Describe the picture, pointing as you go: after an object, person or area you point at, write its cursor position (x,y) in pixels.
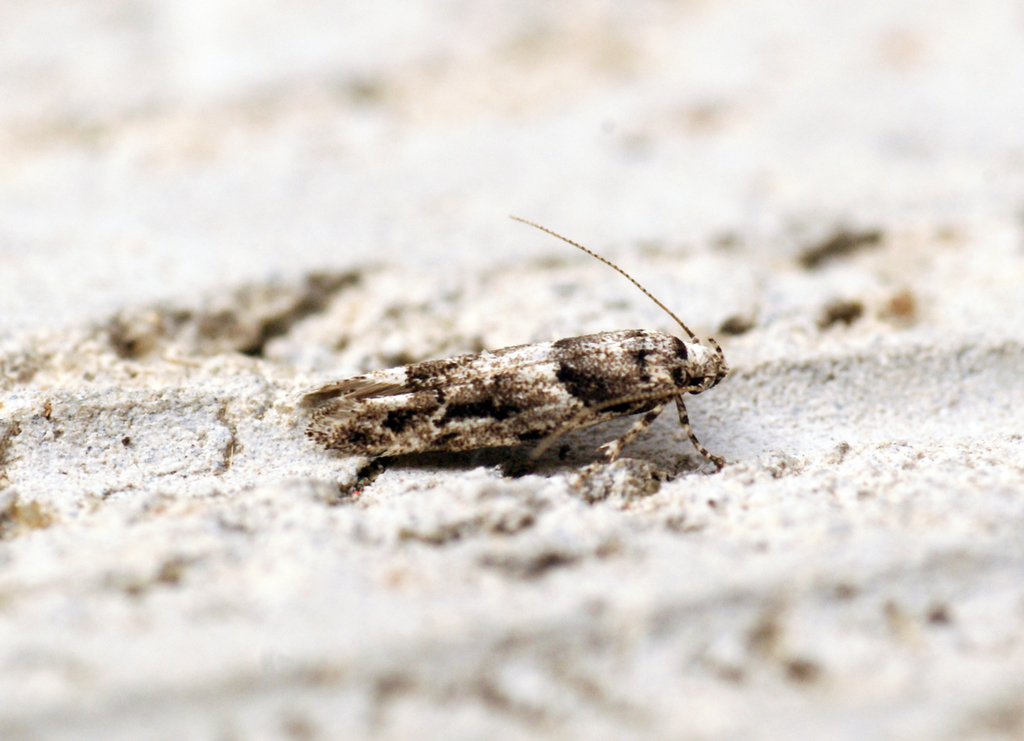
In this image, we can see an insect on the surface (208,420).
